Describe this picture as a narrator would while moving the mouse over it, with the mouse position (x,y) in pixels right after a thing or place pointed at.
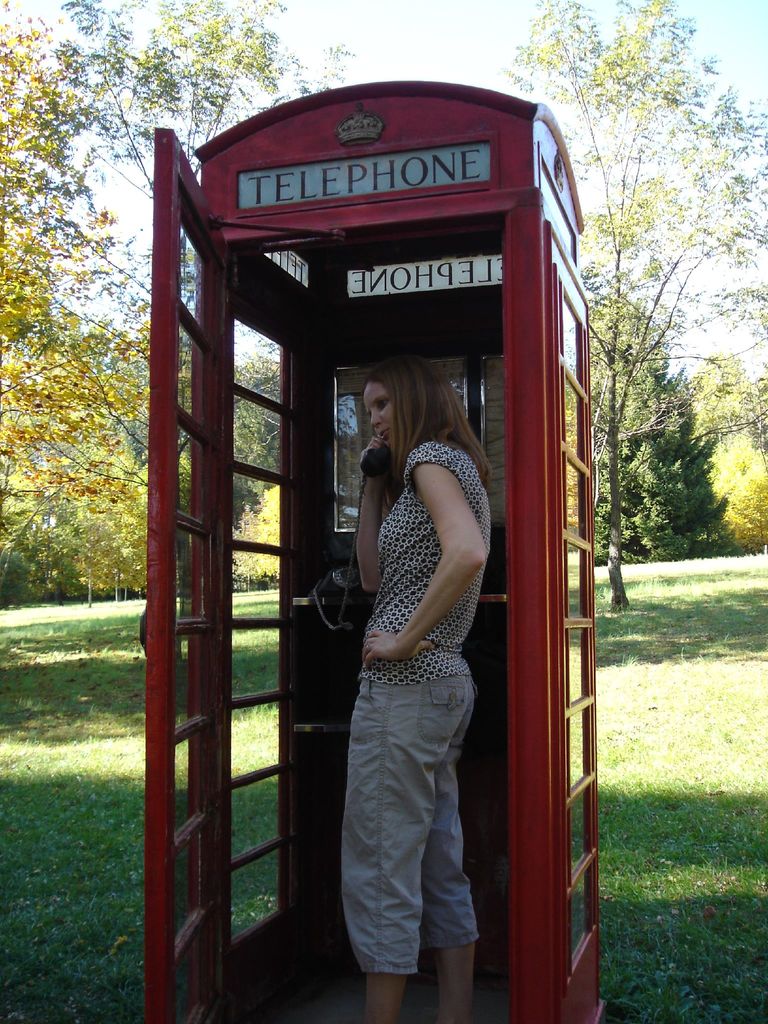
In this image I can see a girl (405,672) standing in a telephone booth (448,194) and holding a telephone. There is grass (39,809) and there are trees (7,370) at the back (116,457). There is sky (328,69) at the top (390,57).
